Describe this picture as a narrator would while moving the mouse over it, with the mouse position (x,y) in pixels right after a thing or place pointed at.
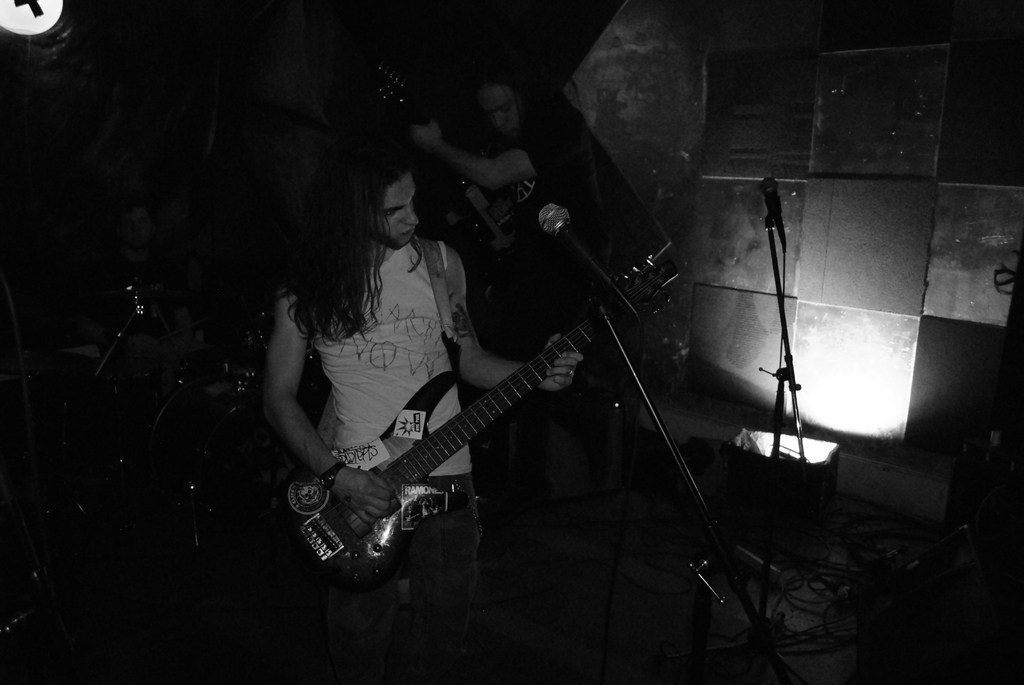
There is man (354,317) with long hair (339,282) holding a guitar (437,443), there is a mic (580,252) which held on a mic stand (607,304). The wall (852,126) has a light (865,400), the background (487,230) is dark with other musicians (137,265) playing drum (206,361) and guitar (502,236).
